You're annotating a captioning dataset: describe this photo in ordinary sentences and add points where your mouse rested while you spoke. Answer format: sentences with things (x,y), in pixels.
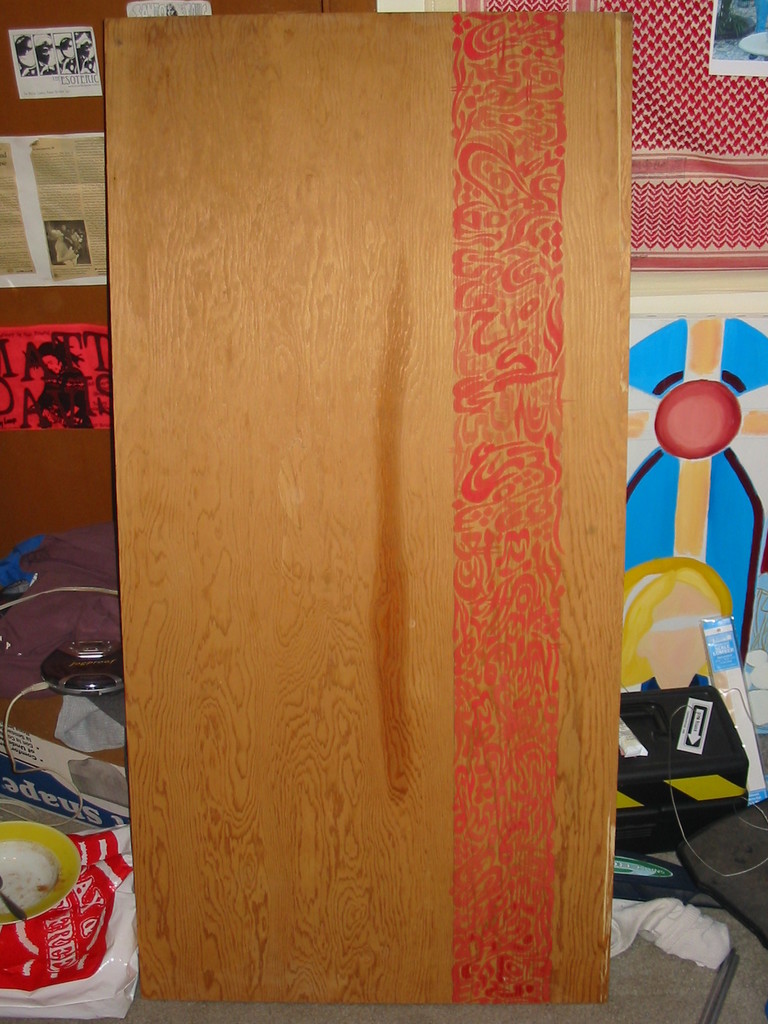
In this image we can see a wooden sheet (464,514). Bottom of the image (16,836) carry bag (69,937), bowl (48,894), spoon (21,911), bag (717,879) and things (64,785) are there. Background of the image (722,308) wall (36,11) is present. On wall (351,3) cloth (692,193), posters (53,371) and paper (77,36) are attached.
